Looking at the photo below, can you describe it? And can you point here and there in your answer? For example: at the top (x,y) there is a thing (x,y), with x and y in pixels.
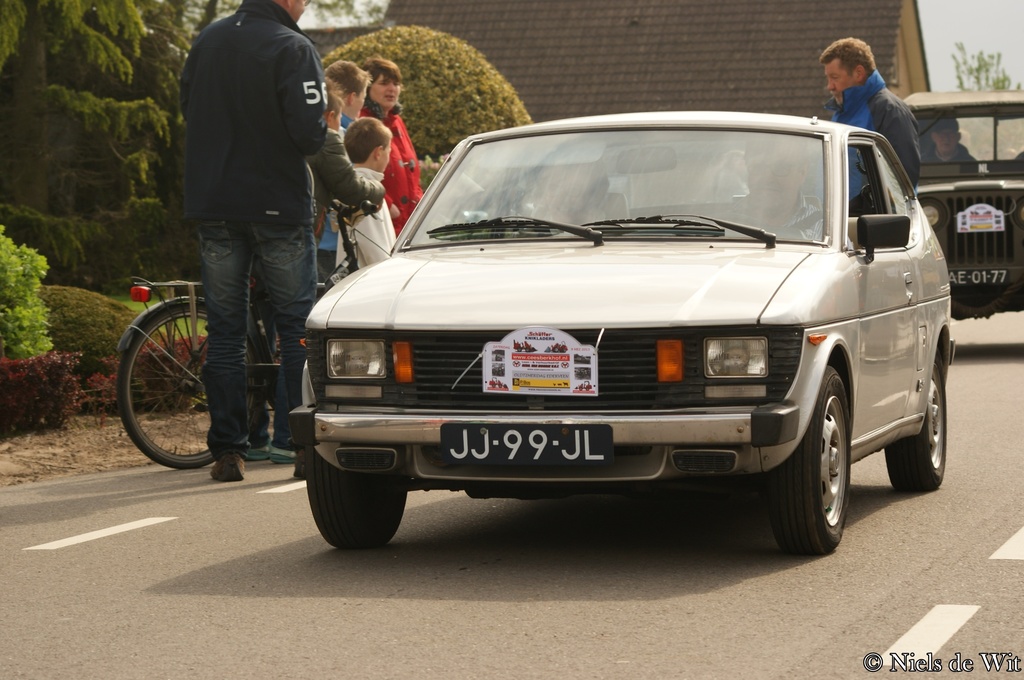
In this image I can see there is a car (729,373) on the road (674,530), on the left side (201,267) there are people (303,245) and there are trees (95,188). At the top (583,30) it looks like a house (548,48), in the right hand side (995,667) bottom there is the text (1006,659).
